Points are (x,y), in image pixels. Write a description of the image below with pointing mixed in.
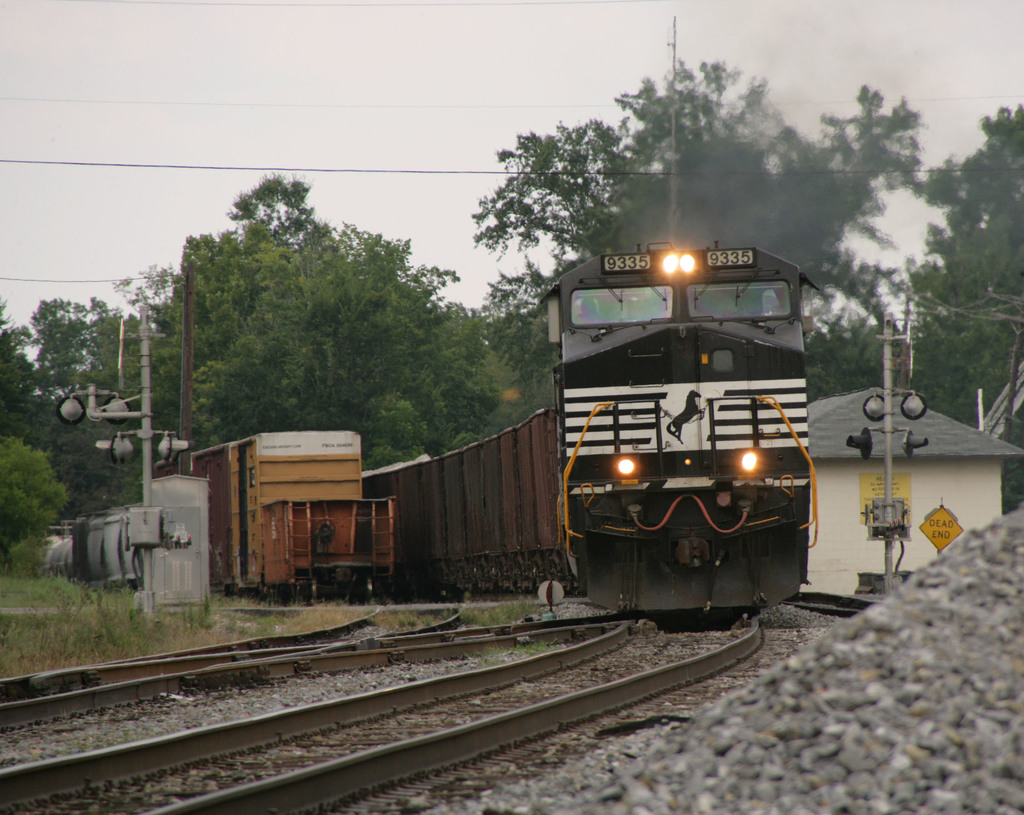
In the center of the image (576,471) there is a train (553,509) on the railway tracks (560,646). On the right side of the image (909,435) we can see building (860,512), signals (865,413) and ground (793,720). On the left side of the image (247,227) we can see railway tracks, poles (150,408) and trees (367,418). In the background (419,227) there is a sky (434,126).
